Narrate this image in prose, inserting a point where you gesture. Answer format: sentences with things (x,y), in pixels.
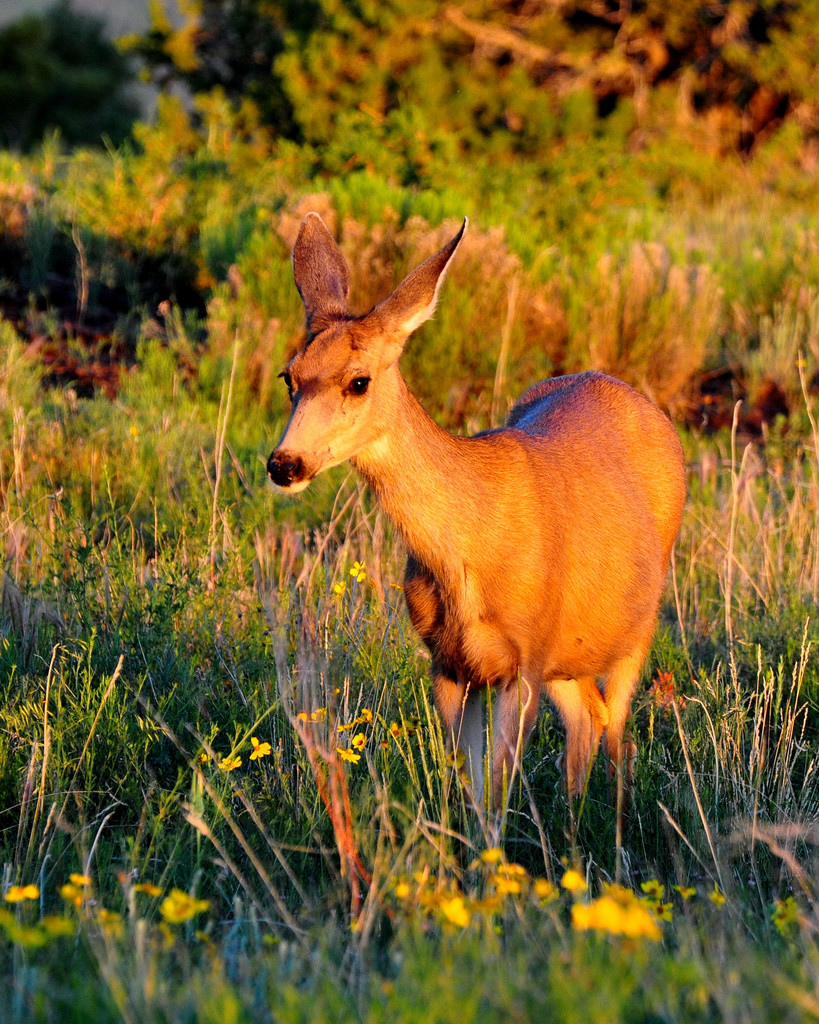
In this image I can see an animal (497,492) standing on the grass (752,726). An animal (454,507) is in brown color. I can see the yellow color flowers (453,910) to the grass (435,785). In the background (294,118) there are many trees (235,100).
